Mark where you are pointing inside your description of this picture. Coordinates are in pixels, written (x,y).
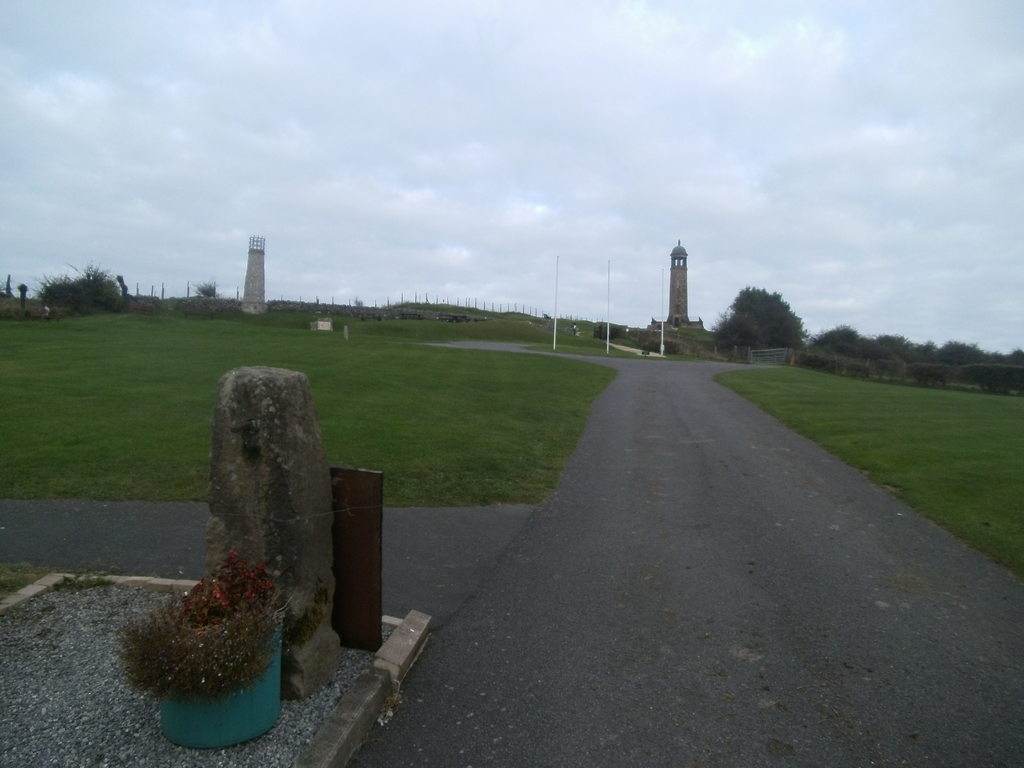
On the right (998,485) there are trees (938,377) and grass (890,454). In the center of the picture (522,323) there are grass (571,440), road (656,394), poles (663,303), fencing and a monument (672,293). On the left (179,597) there are grass (105,422), gravel (118,675), plant (231,637), stone (290,515), frame (345,503), tower (250,287), trees (75,291) and fencing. Sky (373,143) is cloudy.
